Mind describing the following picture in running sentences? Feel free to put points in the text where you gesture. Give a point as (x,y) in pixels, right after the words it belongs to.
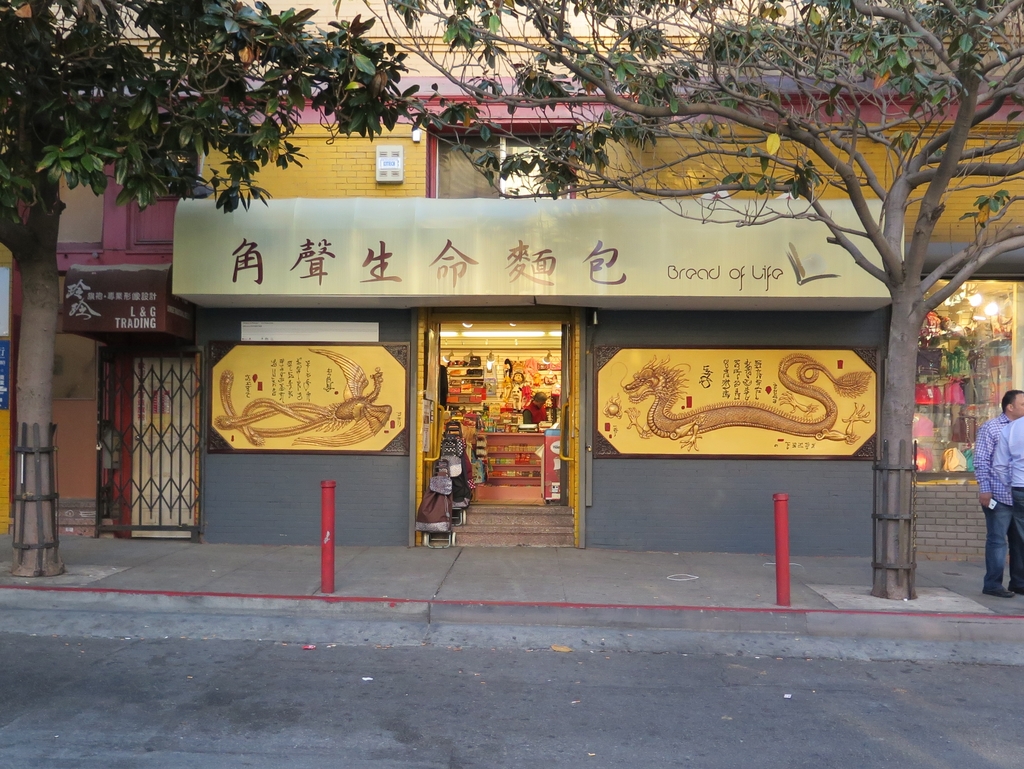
In the foreground of this image (561,716), at the bottom (538,728), there is a road (806,649). In the middle (353,258), there are two bollards (781,537), trees (44,431) on a pavement (705,569) and we can also see buildings (77,230), boards (340,252), few poster (282,416), a gate (103,476) and many objects (516,419) inside the store (776,443) and also two men (1000,577) standing on the pavement (965,565) on the right (1013,568).
